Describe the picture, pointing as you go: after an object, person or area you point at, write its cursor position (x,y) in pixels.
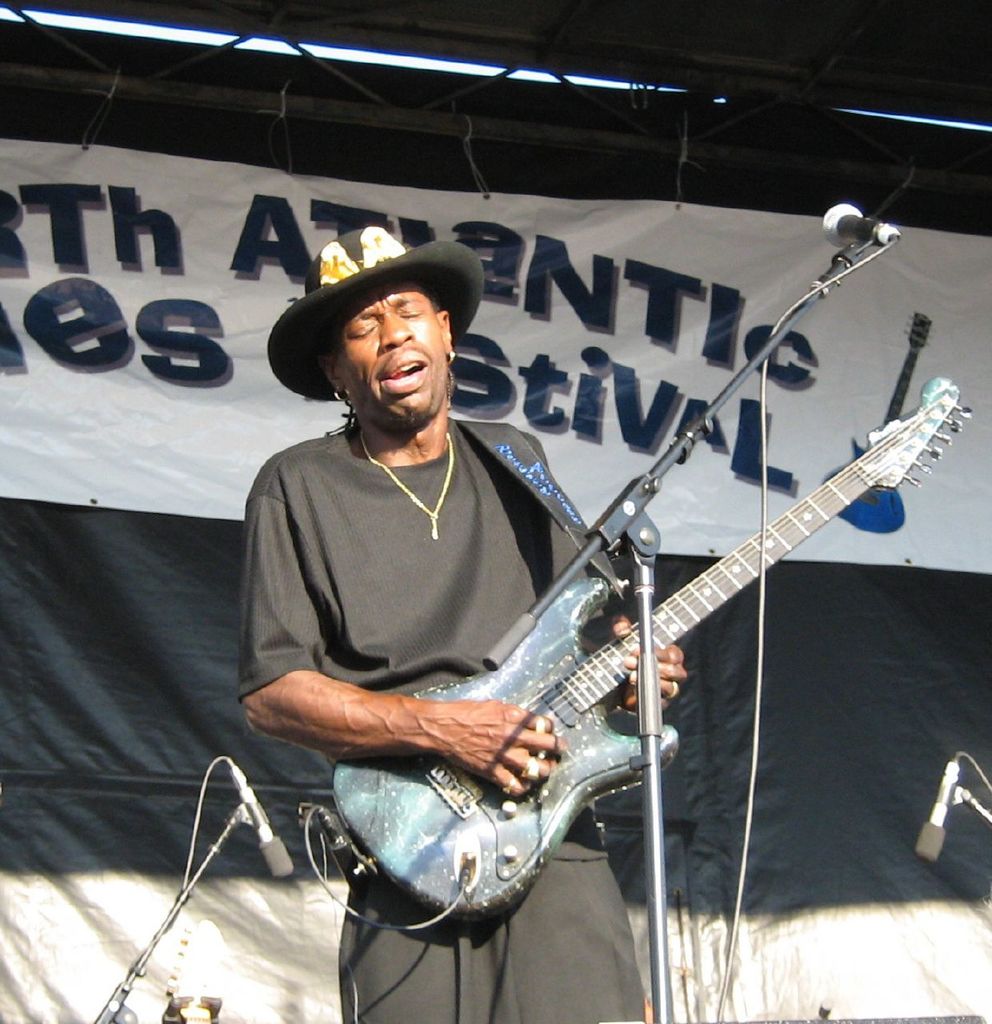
In this image I see a man (371,521) who is holding a guitar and he is in front of a mic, In the background (179,900) another 2 mics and the banner (957,356).
